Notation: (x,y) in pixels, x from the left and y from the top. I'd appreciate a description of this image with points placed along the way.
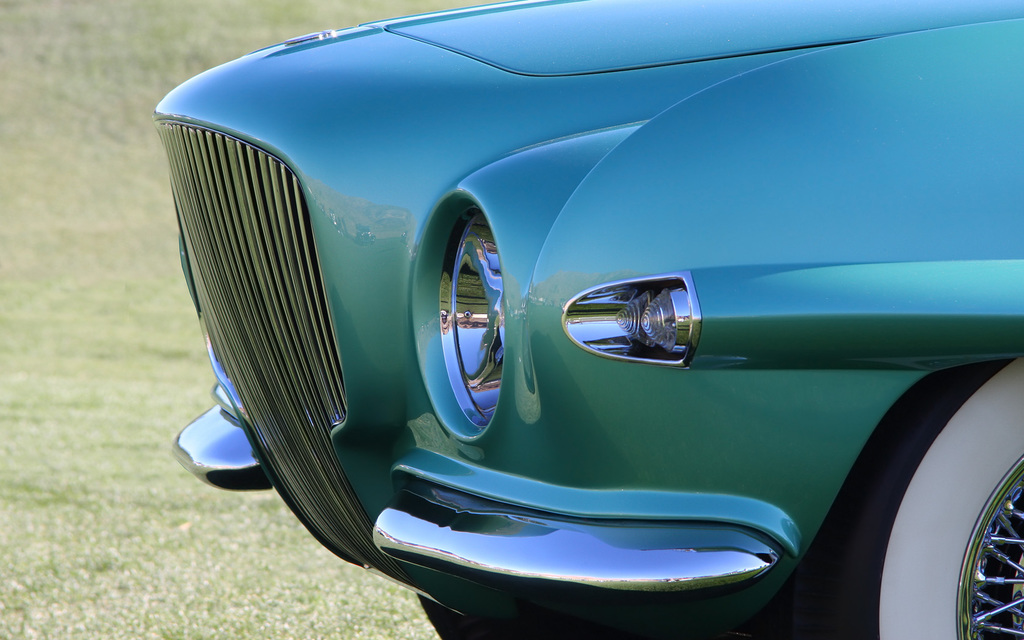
In this picture I can see a vehicle (595,220) in front (677,15) and I can see the grass ground (189,34) in the background (146,499).
